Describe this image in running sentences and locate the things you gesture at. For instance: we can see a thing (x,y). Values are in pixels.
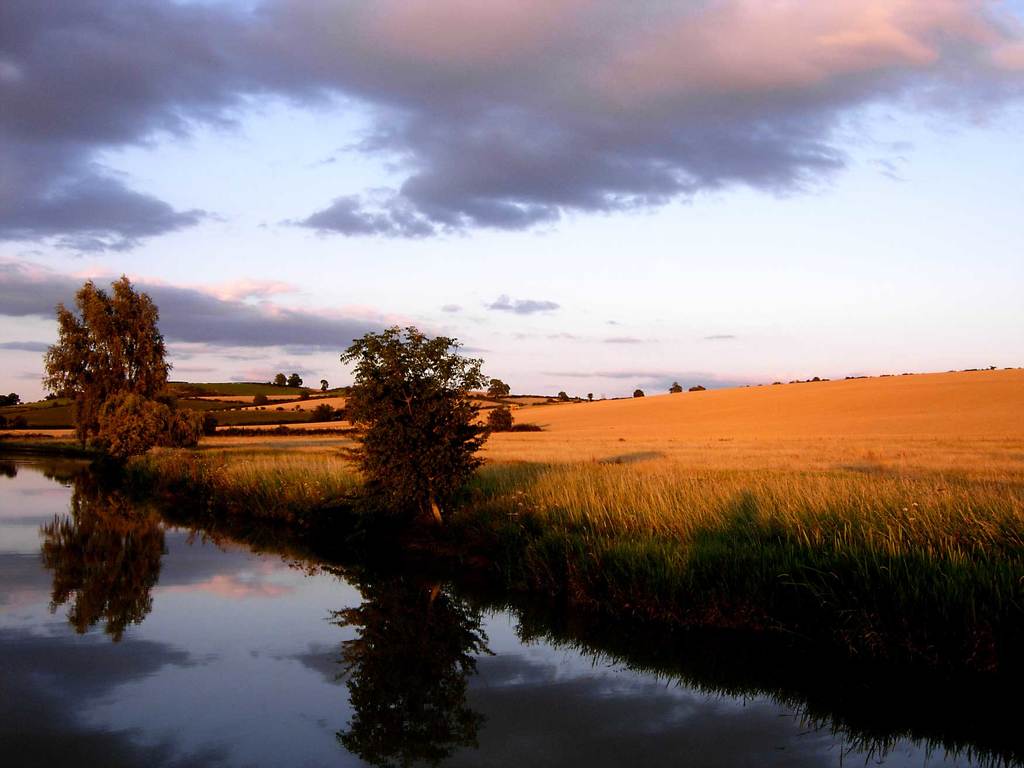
This is the picture of a place where we have a lake (306,594) and around there are some plants (202,495), trees (444,486) and some grass (680,534) on the floor (540,580).
